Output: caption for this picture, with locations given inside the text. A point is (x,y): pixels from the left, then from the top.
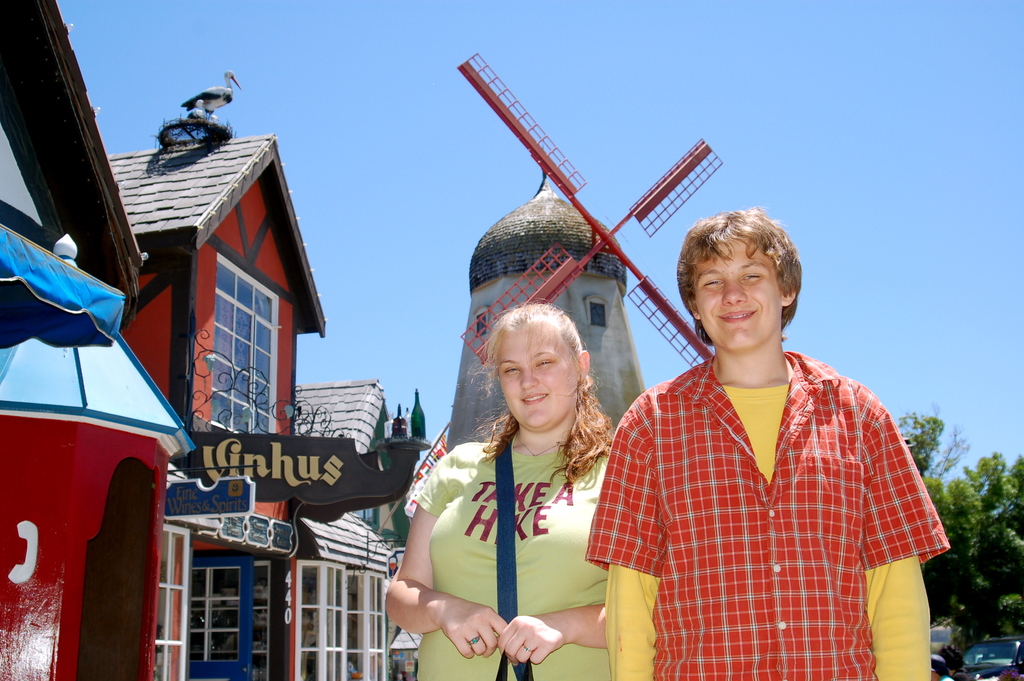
In this image, we can see people (534,486) standing and smiling and one of them is wearing a bag (512,579). In the background (185,156), there are buildings (171,155) and we can see a bird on the top of the building (273,187). On the right (973,522), we can see trees (961,618) and vehicles (972,666). At the top (633,96), there is sky (758,101).
